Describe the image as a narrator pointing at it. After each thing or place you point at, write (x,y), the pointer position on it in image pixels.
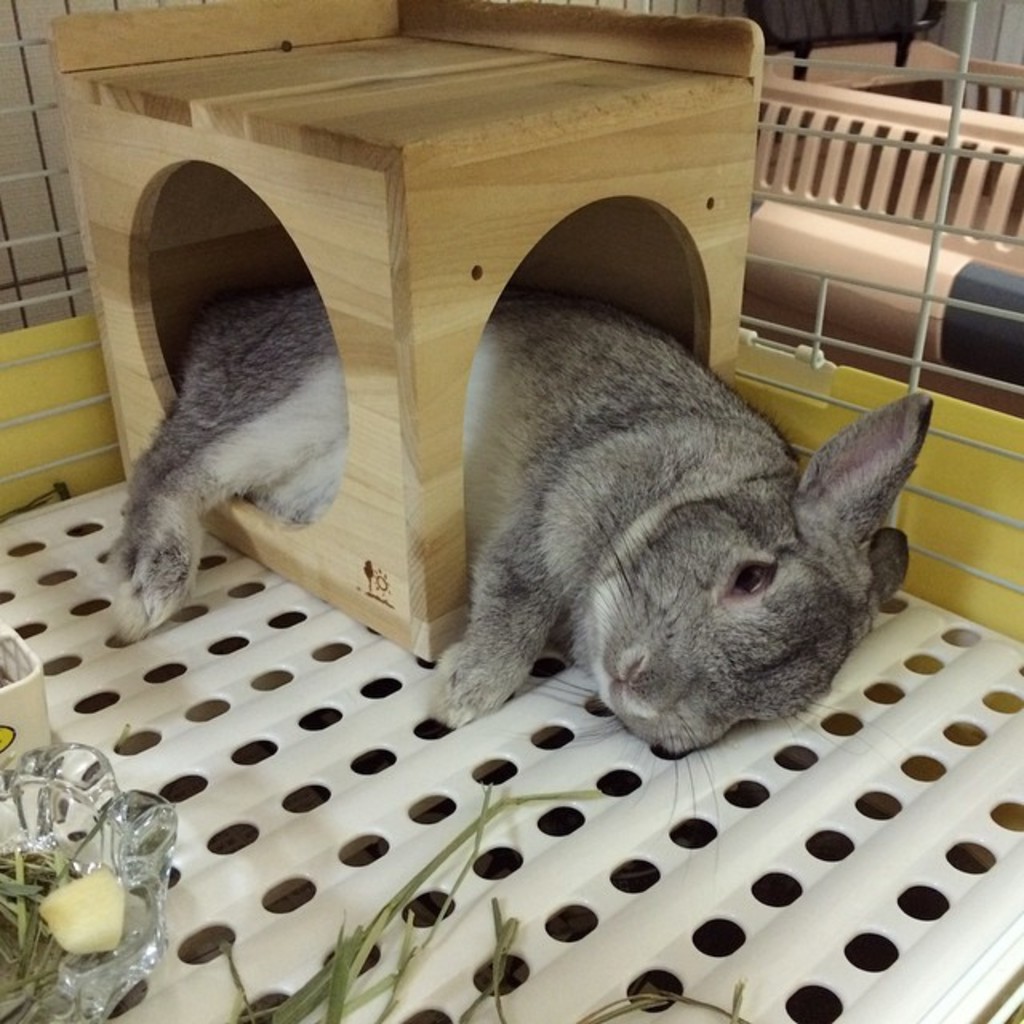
In this image, I can see a rabbit (599,462) sleeping in a pet bed (409,527). I can see the grass (526,799), glass objects (71,756) and few other things (41,715) in the cage (478,804). On the right side of the image (835,220), I can see an object (835,220).
